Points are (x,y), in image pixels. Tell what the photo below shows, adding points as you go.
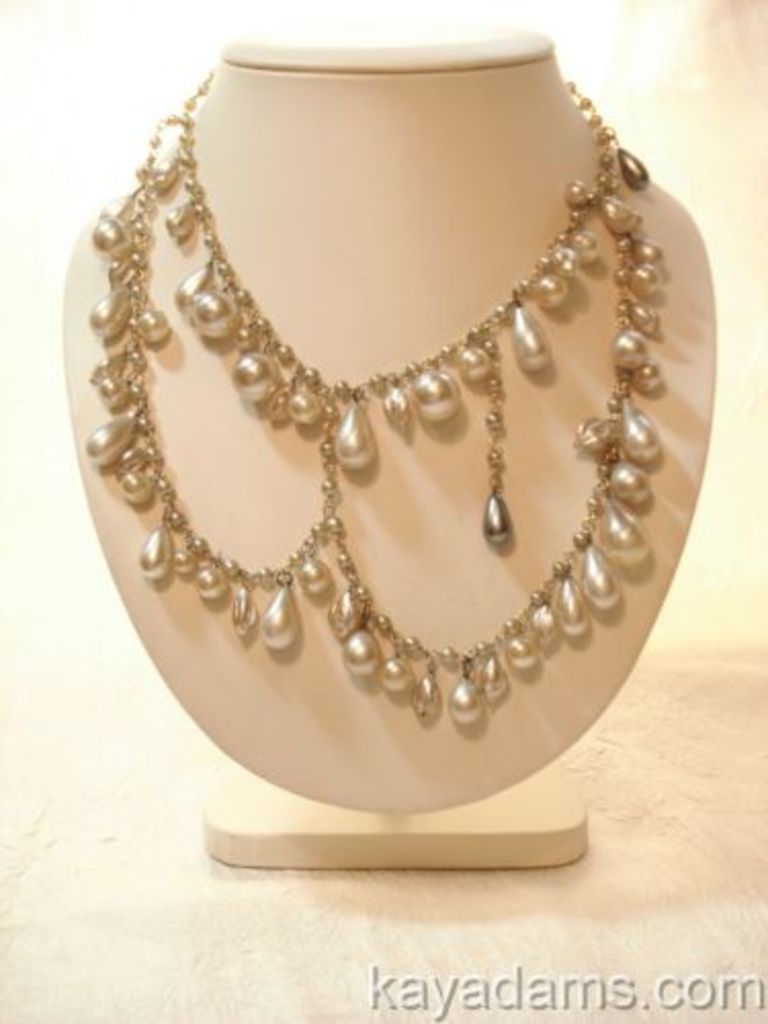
In this image we can see the jewelry (544,641) on the plain surface (572,882). At the bottom (385,989) we can see the text (519,985).
